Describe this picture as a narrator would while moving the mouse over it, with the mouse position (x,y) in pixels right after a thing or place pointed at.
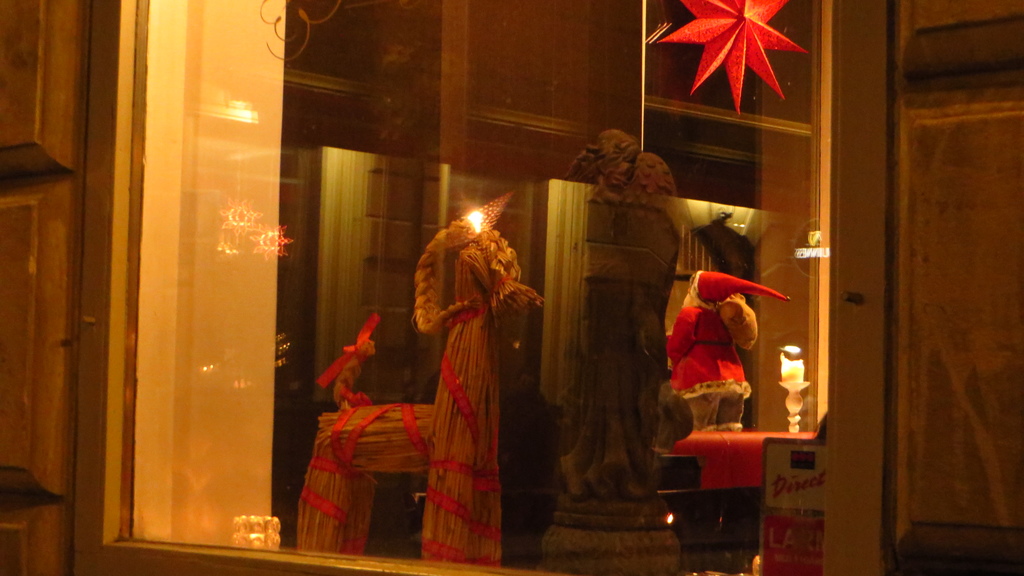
In this image in the front (481,511) there is a glass (534,431). Behind the glass (548,418) there is a statue (697,366) and there is a table (741,446) which is covered with a red colour cloth (723,470). On the table (736,449) there is a lamp (794,415) and there is a board (801,499) with some text (782,491) written on it.
